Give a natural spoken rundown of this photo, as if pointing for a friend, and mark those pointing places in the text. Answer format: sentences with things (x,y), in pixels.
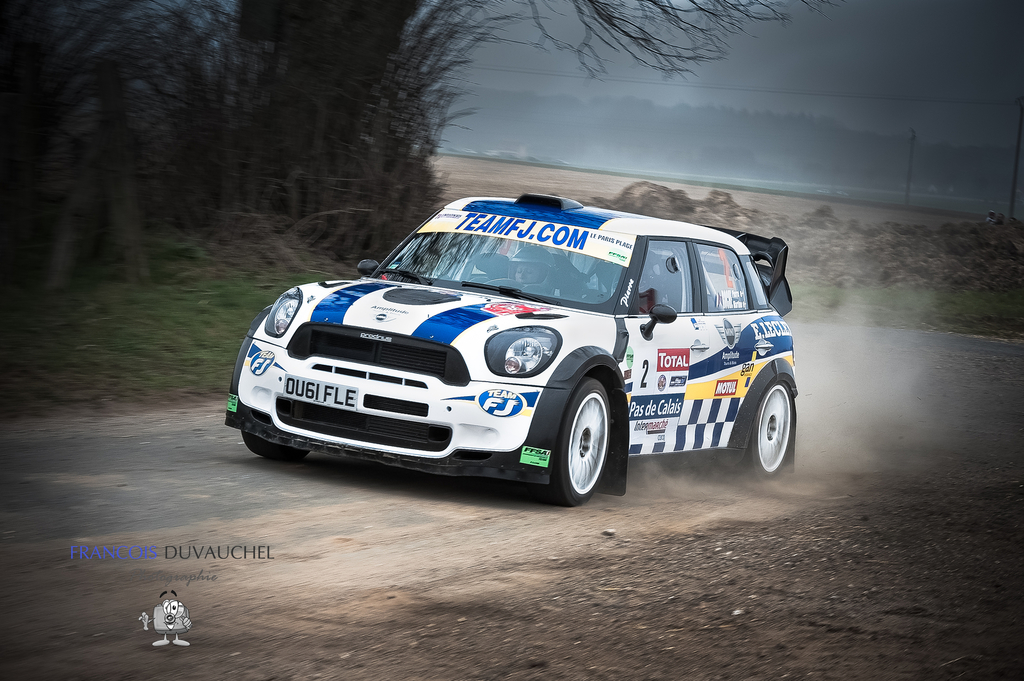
In this picture I can see there is a sports car (578,337) and the person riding it is wearing a helmet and there are trees (388,132) and the sky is cloudy.
